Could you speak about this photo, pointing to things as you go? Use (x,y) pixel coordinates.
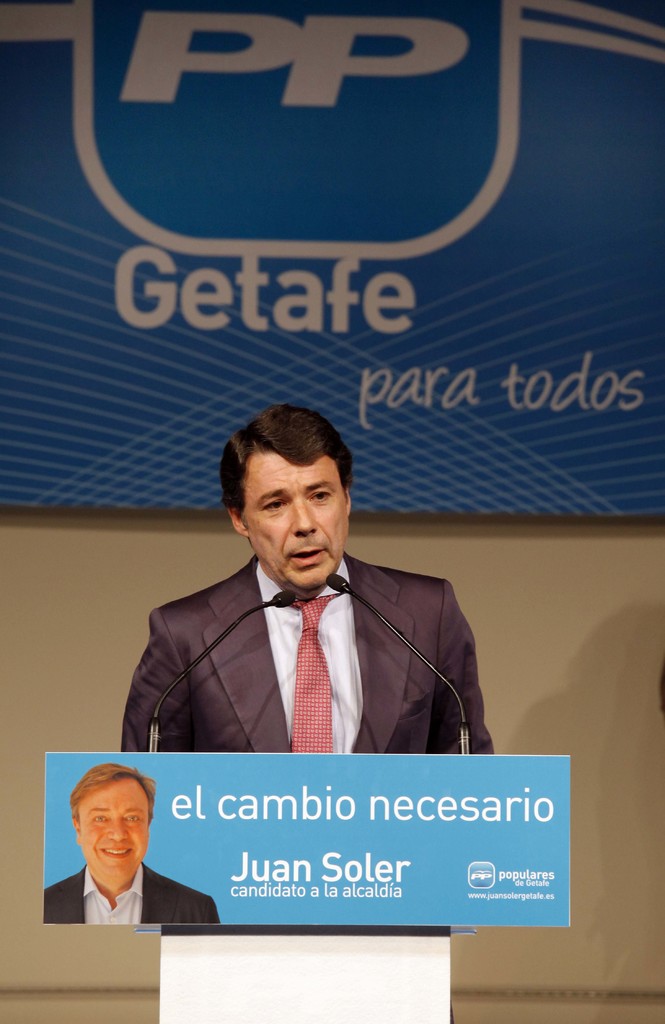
There is a person (362,576) in coat (372,579), wearing a tie (328,600), speaking and standing in front of a stand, which is having a hoarding (361,799) and two mics (394,632). In the background (528,320), there is a hoarding (184,381) on the wall (92,634).
